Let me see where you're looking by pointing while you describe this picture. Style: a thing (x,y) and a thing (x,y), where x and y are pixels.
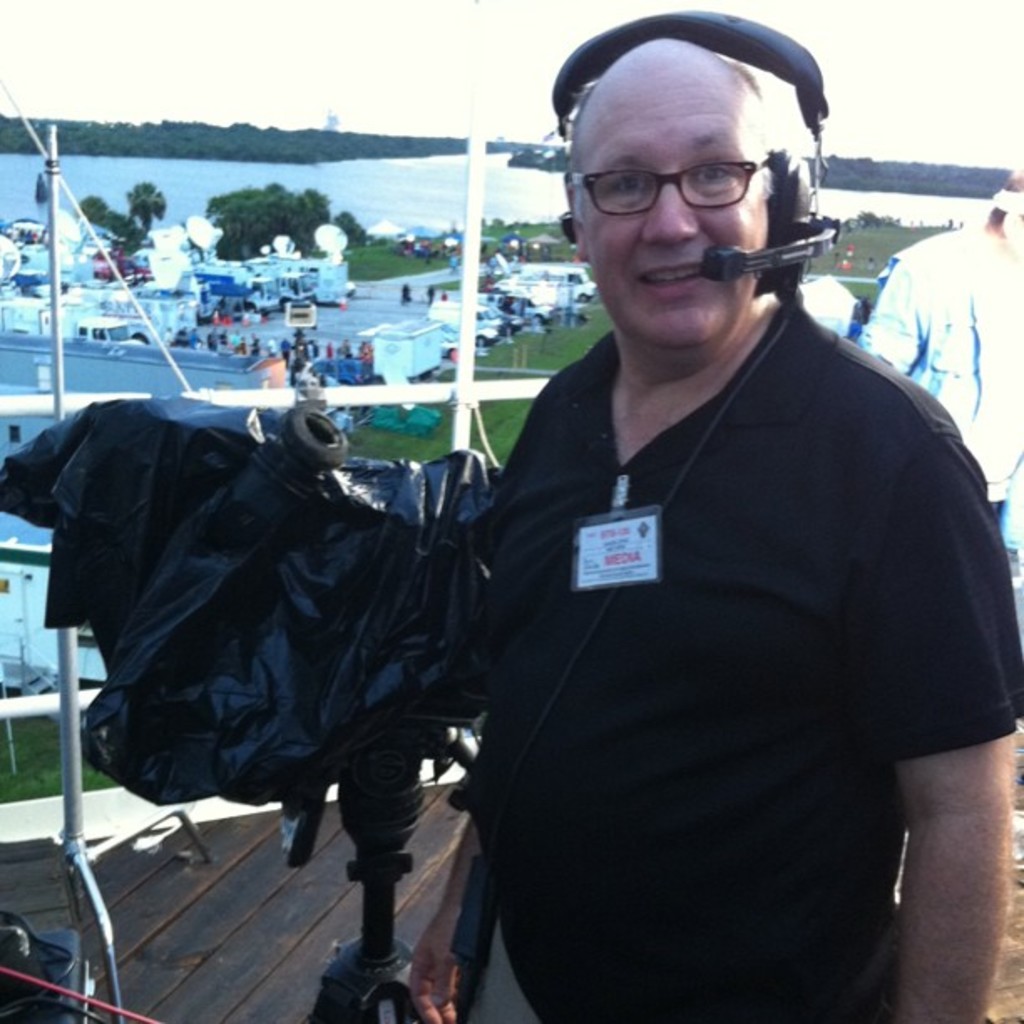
In this image I can see the person (702,589) is standing and wearing black color dress (827,771). Back I can see few vehicles (222,270), few people (182,330), trees (297,223), water (183,199) and the sky (239,91). In front (291,611) I can see the stand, black color cover (166,616) and few objects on the wooden floor (223,935).
